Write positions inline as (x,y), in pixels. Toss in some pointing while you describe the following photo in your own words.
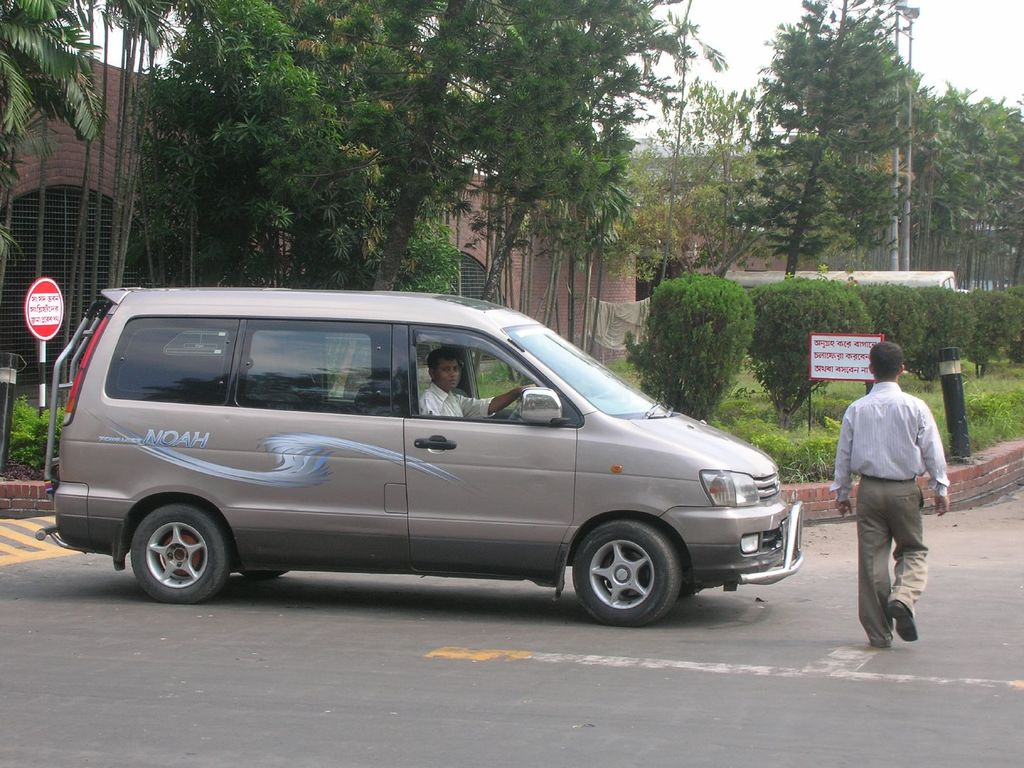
On the right (914,531) a person (914,531) is walking on the road (540,728) next to him a person (428,391) is coming towards him riding a vehicle (404,419). In the background (687,44) there are trees (848,209), building (614,282), plants (872,303), sign board (44,320), poles (43,344) and sky (775,21).
